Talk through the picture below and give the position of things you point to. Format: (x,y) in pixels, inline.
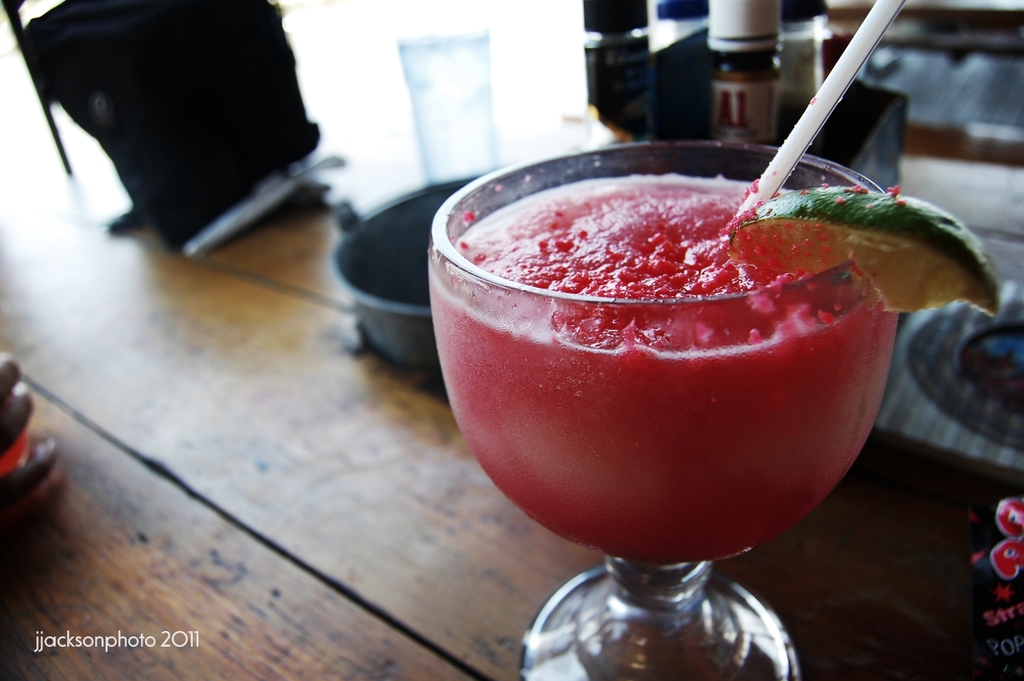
In this picture we can see table (193,283) and on table (329,356) we have glass (533,319) and some juice (658,297) in it with straw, vessel (399,275), glass (469,111), bottle (606,18).
